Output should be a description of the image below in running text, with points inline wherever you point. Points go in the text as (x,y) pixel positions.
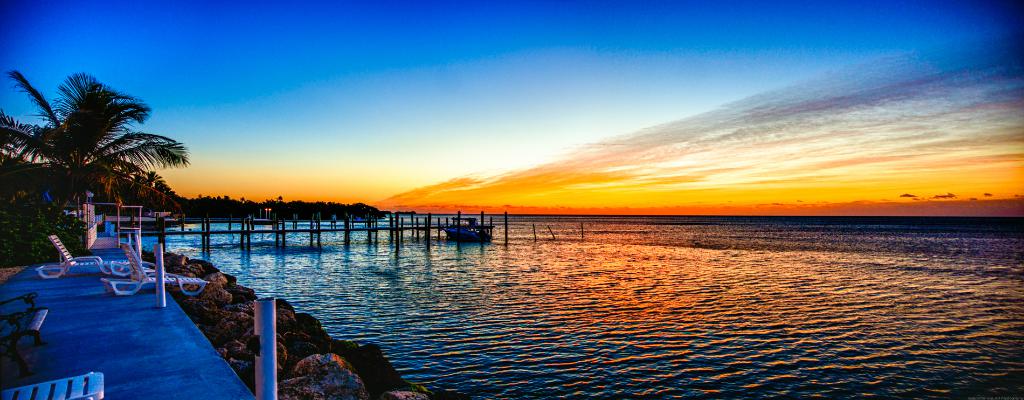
On the left side (130,279), there are sleeping chairs (80,383) arranged on a footpath (71,326), on which there are poles (265,386). Beside this footpath (168,381), there are rocks (243,341) on the ground (315,390). On the right side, there are a bridge (332,231) and boats (470,222) on the water (531,273). In the background (398,202), there are trees (328,213) on the ground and there are clouds (936,151) in the blue sky (620,83).
